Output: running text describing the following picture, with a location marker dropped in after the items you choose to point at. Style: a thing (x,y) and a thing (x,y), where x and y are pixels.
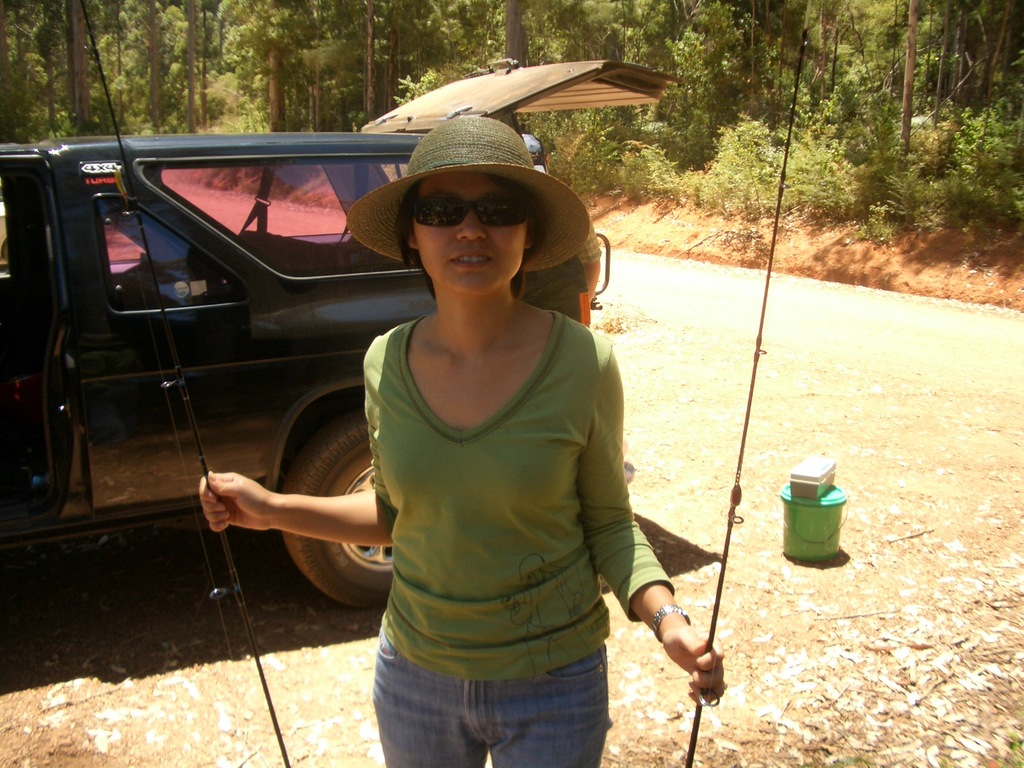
In this picture I can see a woman (518,379) in front (447,471), who is standing and I see that she is holding 2 fishing rods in her hands (224,477) and I see that she is wearing a hat (381,204) and shades (445,221). Behind her I can see a car (325,242) and a person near to it and on the right of this picture (799,511) I can see 2 things (821,492) on the ground (787,453). In the background (251,94) I can see number of trees (341,28) and plants (699,166).
